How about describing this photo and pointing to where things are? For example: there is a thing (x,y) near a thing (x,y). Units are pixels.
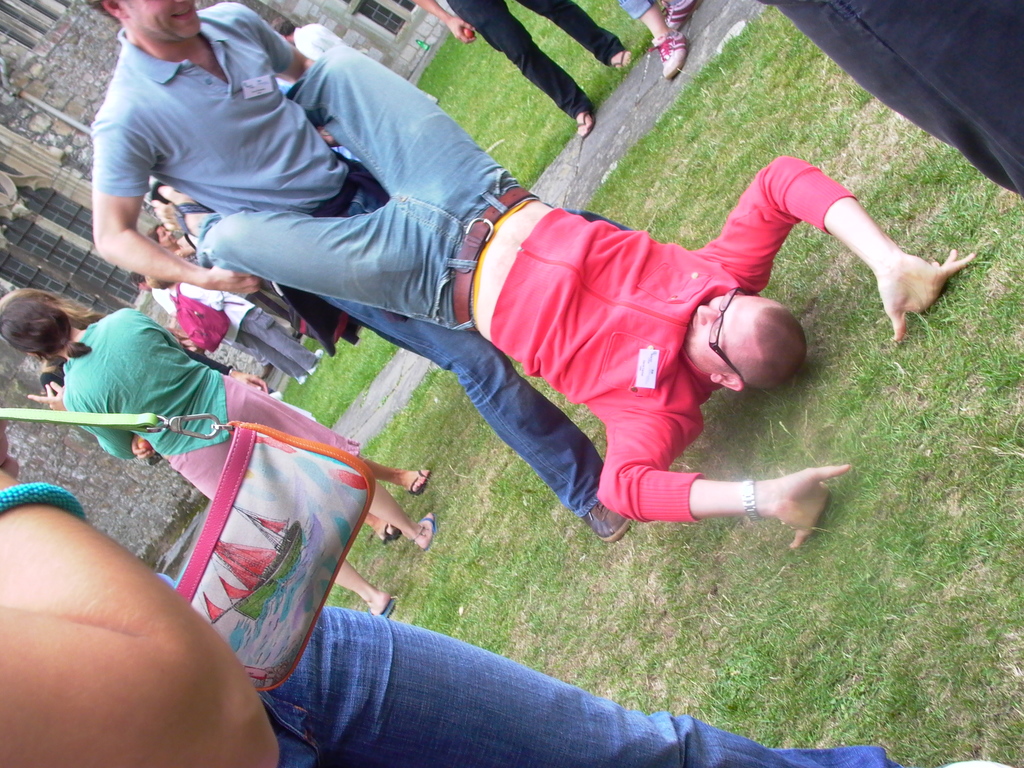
In this image there are people (570,6) doing different activities on a ground (541,586), in the background (98,80) there is a building (96,294).
